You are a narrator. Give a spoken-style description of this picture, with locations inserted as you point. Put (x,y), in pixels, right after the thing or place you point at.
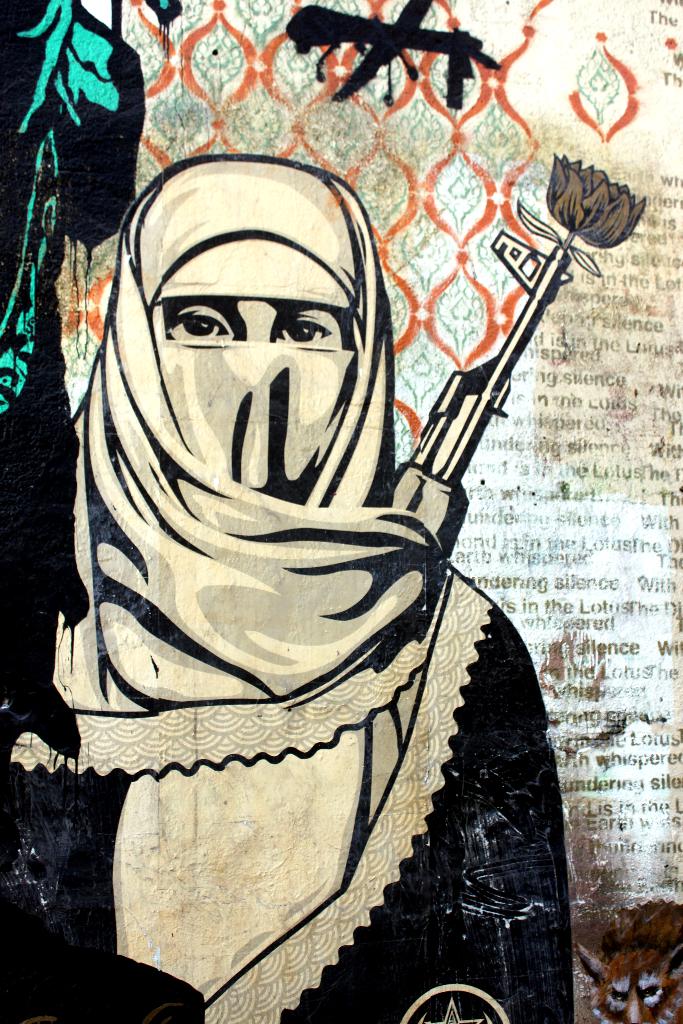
In this image I can see the painting (327,673) of a woman (382,705) wearing white and black colored dress (327,635). In the background (486,538) I can see a gun (523,317), an animal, a flower (552,235) and something is written.
